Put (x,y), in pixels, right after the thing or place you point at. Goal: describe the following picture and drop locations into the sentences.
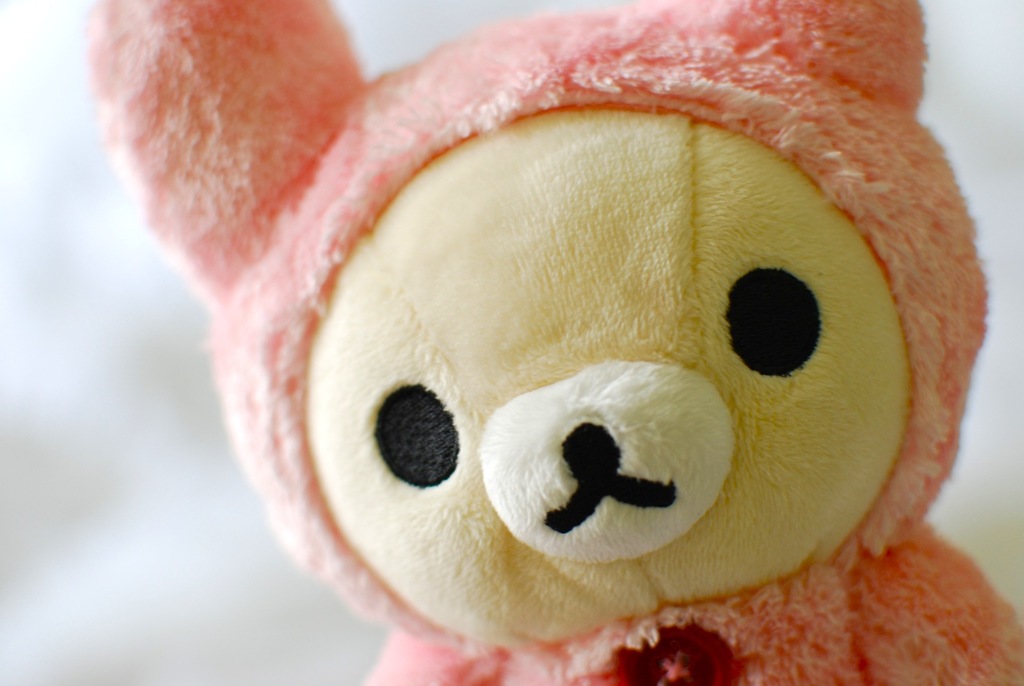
In this image I can see a soft toy (646,570) and there is a white background (50,357).
